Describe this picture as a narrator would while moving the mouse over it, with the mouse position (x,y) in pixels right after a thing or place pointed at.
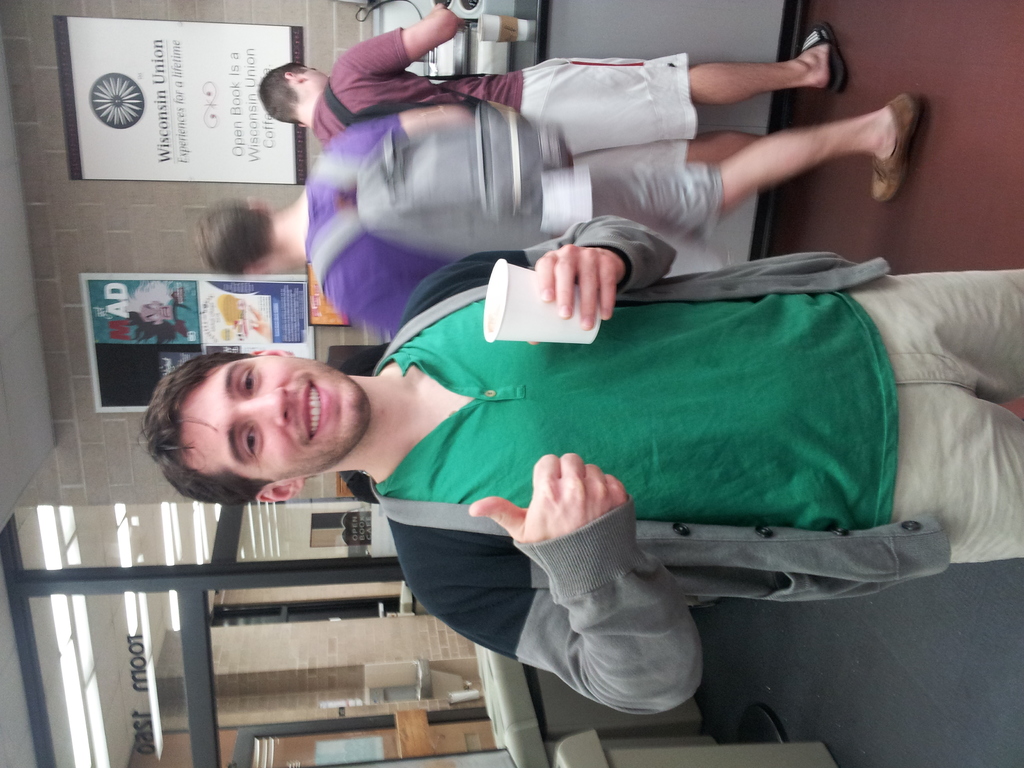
The picture is taken inside an organisation, it is a tilted picture there is a man (487,541) standing in the front (685,558) and he is holding a cup (540,315) in his hand (583,290) and he is showing the thumbs up impression with his hand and he is smiling. Behind this person (526,400) there are another two men (409,95) and in the left side (112,590) there is a door (207,600).
